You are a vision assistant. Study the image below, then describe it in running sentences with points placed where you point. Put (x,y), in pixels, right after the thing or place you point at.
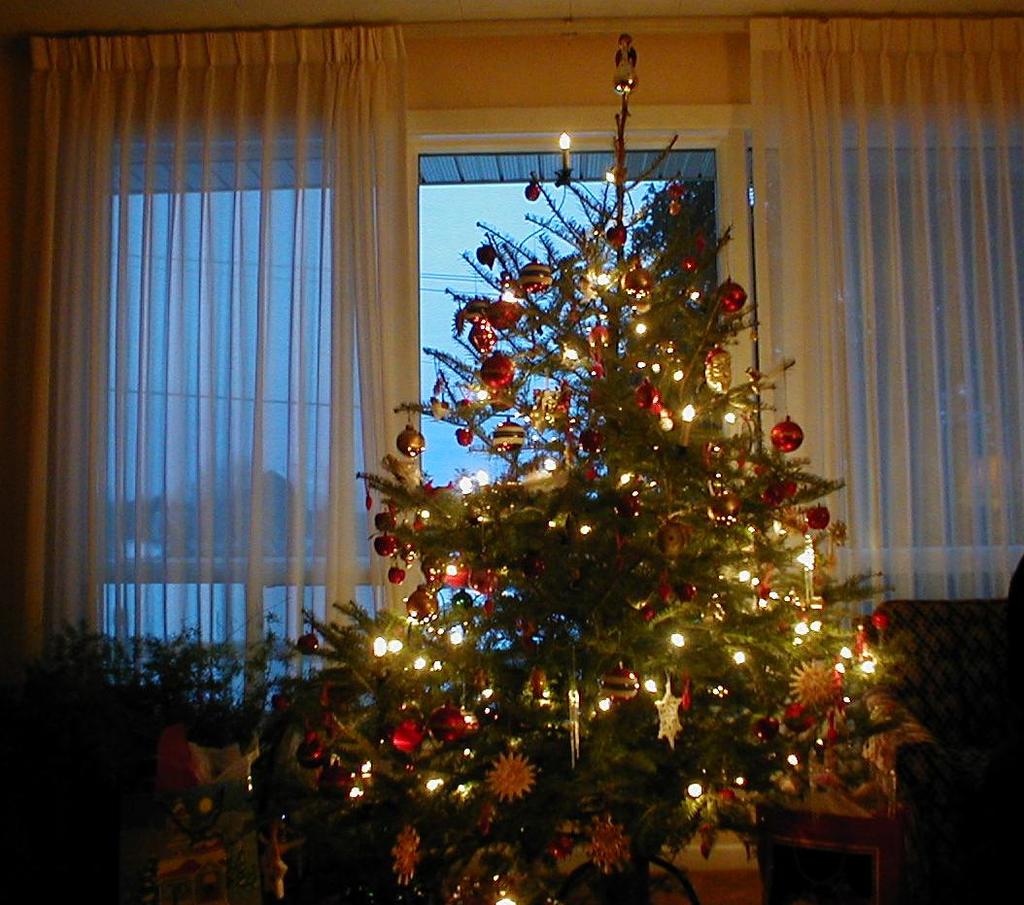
In this image we can see a Christmas tree (640,684). Behind window (443,192) and curtains (869,120) are present.
